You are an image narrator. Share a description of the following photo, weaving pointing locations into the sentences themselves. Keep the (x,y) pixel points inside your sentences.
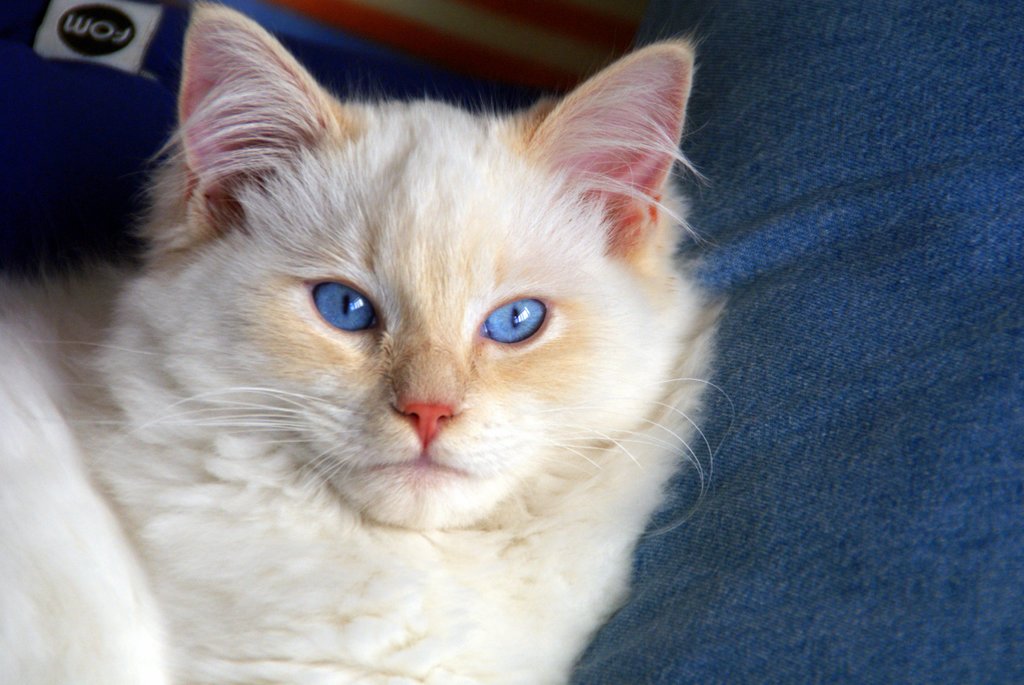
In this image I see a cat (186,264) which is of white and cream in color and I see the blue color cloth (759,145) and I see alphabets (89,29) over here.
